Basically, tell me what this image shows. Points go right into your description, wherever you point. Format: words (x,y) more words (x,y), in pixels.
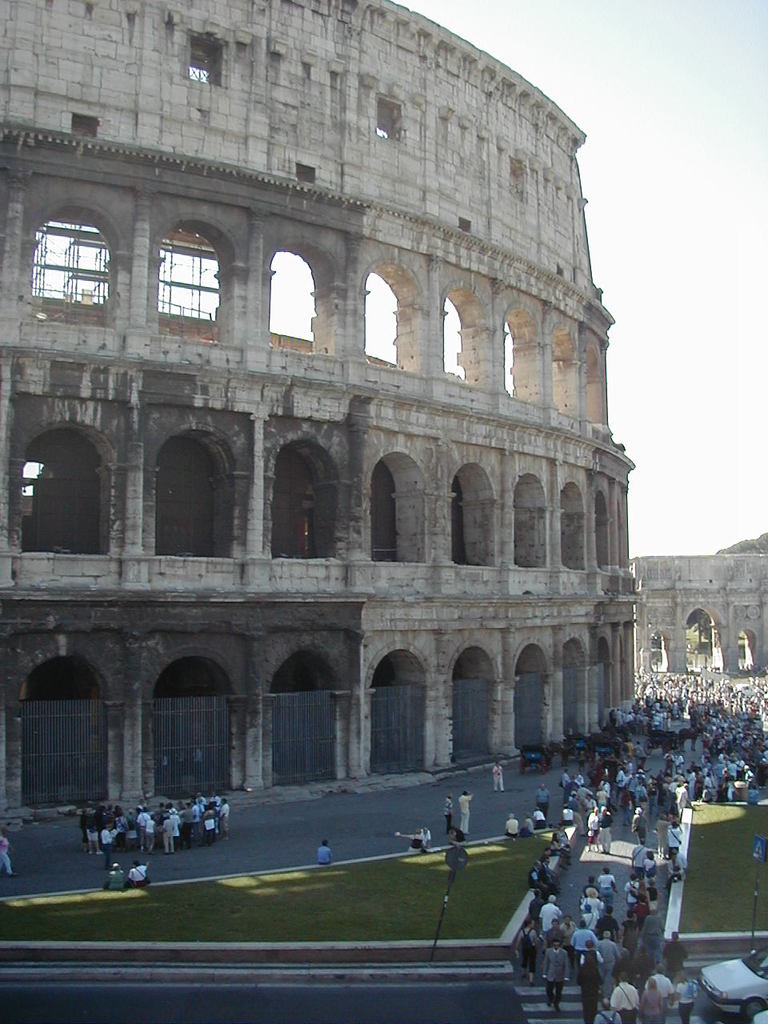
In this Image I can see the group of people (598,927) with different color dresses (546,809). To the side of these people (142,874) I can see the railing (304,733) and the fort (332,622). I can also see the vehicle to the right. In the back (648,261) there is a sky (644,326).
